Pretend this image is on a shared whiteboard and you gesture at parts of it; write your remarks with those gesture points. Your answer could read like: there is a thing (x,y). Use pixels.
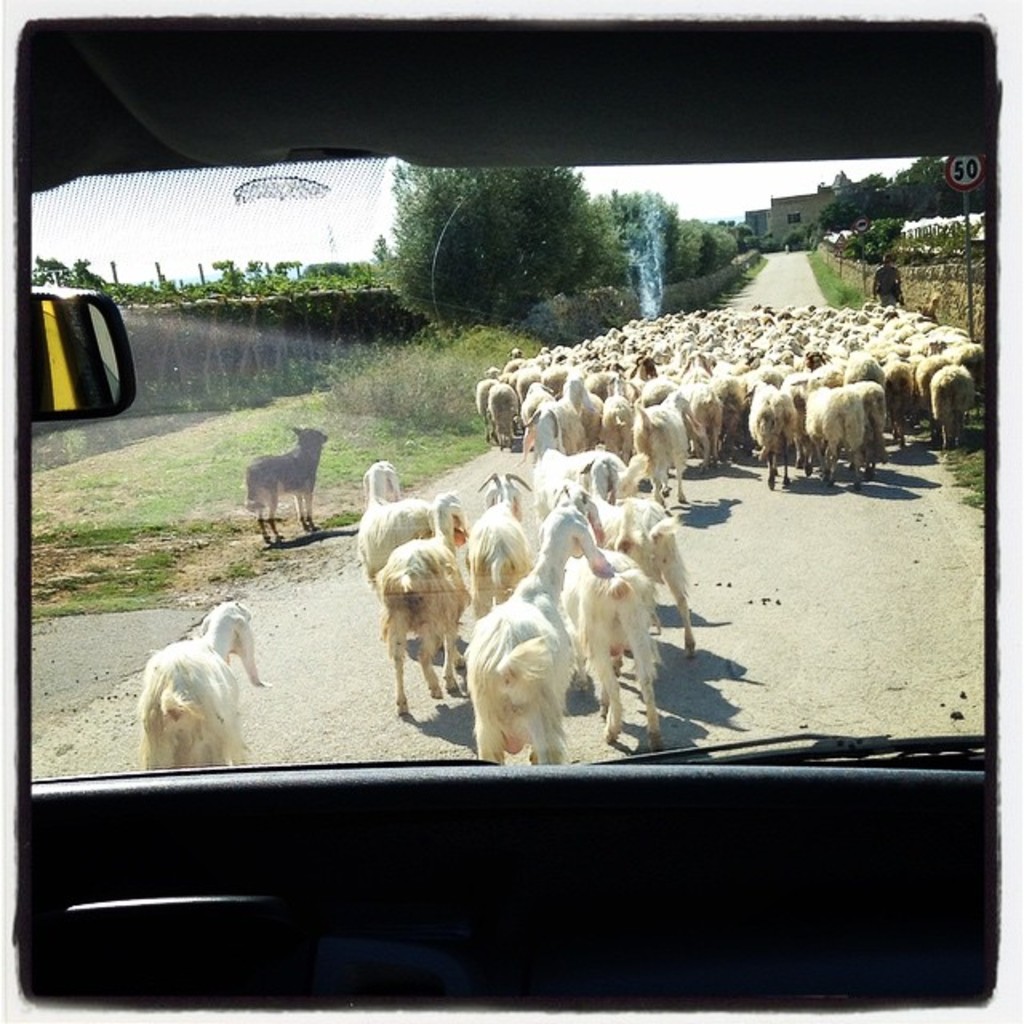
In the image we can see there is herd of goats (603,406) standing on the road (729,589) and there are trees (778,242). There is grass (35,573) on the ground (208,497) and behind there are buildings (772,226).
